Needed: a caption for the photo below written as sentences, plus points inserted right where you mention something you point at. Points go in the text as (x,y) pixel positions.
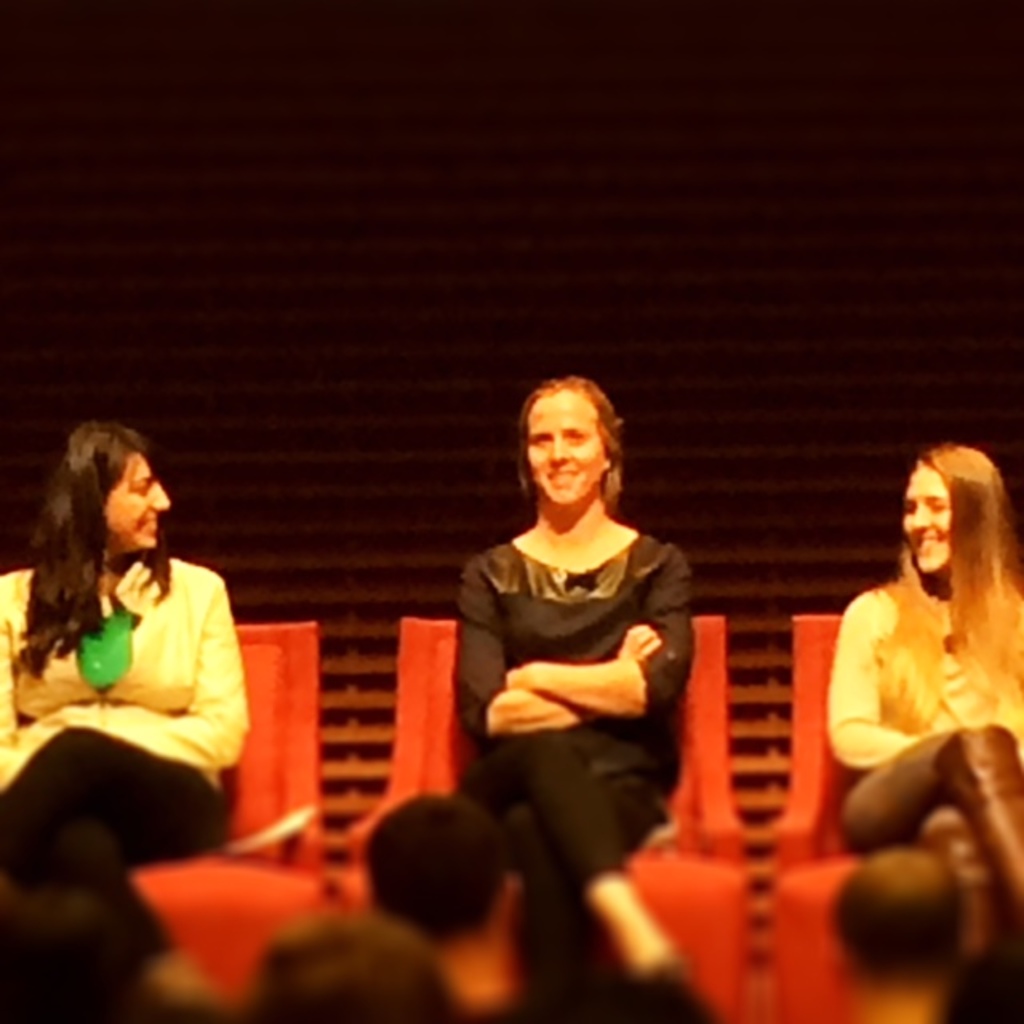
In this picture there are group of people (593,737) sitting on the chairs (726,895) In the foreground (575,986) there are group of people (403,996).
